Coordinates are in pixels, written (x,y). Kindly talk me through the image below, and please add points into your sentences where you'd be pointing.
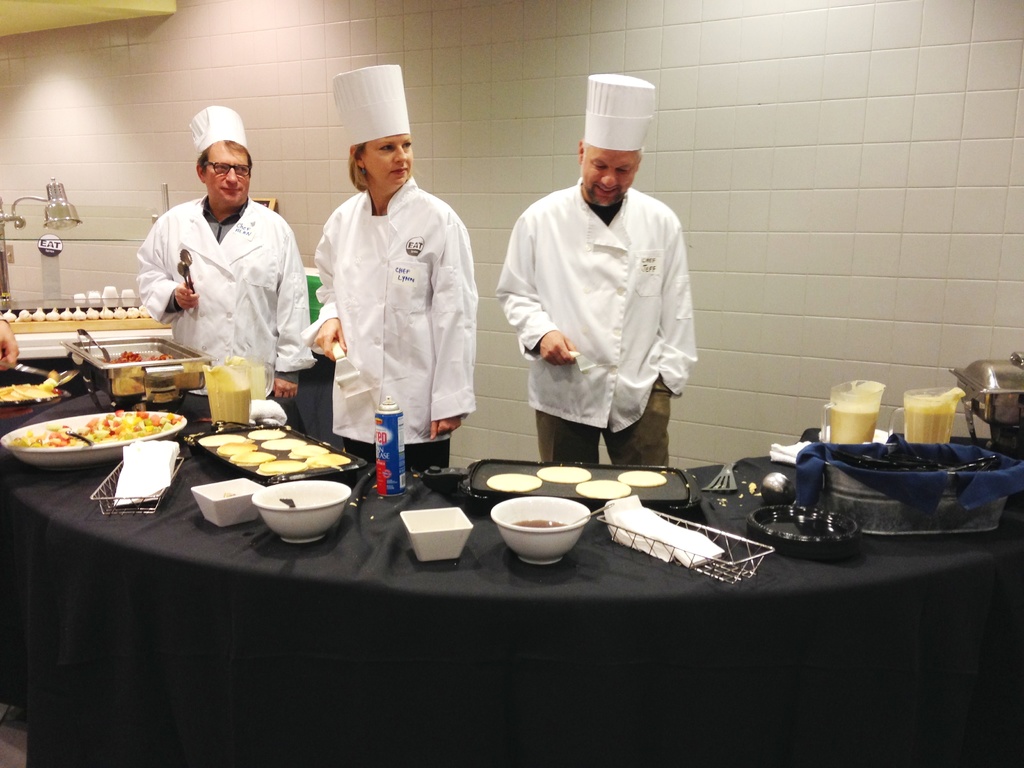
In this picture we can see two men (541,310) and a woman (412,320) standing, there is a table (498,596) in the front (480,593), we can see some bowls (444,516), trays (275,459), baskets (652,549), jars (937,414) and a spray (393,446) present on the table (402,545), in the background (496,78) there is a wall (492,64), these three persons (523,258) wore caps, we can see some food (176,422) in these trays (495,464) and bowl (573,504), there are some tissue papers (630,523) here.
